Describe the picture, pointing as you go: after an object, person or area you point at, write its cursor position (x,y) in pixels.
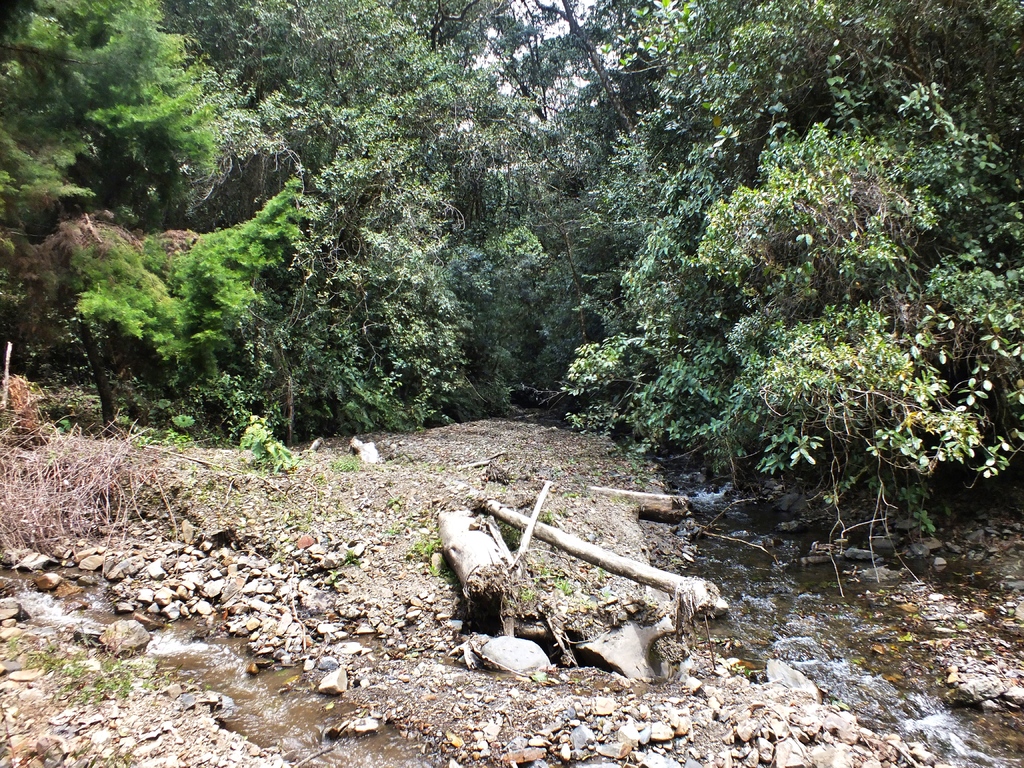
In this image in the front (347,506) there are stones (377,622) on the ground (518,690) and in the background (472,288) there are trees (445,214) and there is water (898,661) in the front (180,661) and there is dry grass (99,478).
